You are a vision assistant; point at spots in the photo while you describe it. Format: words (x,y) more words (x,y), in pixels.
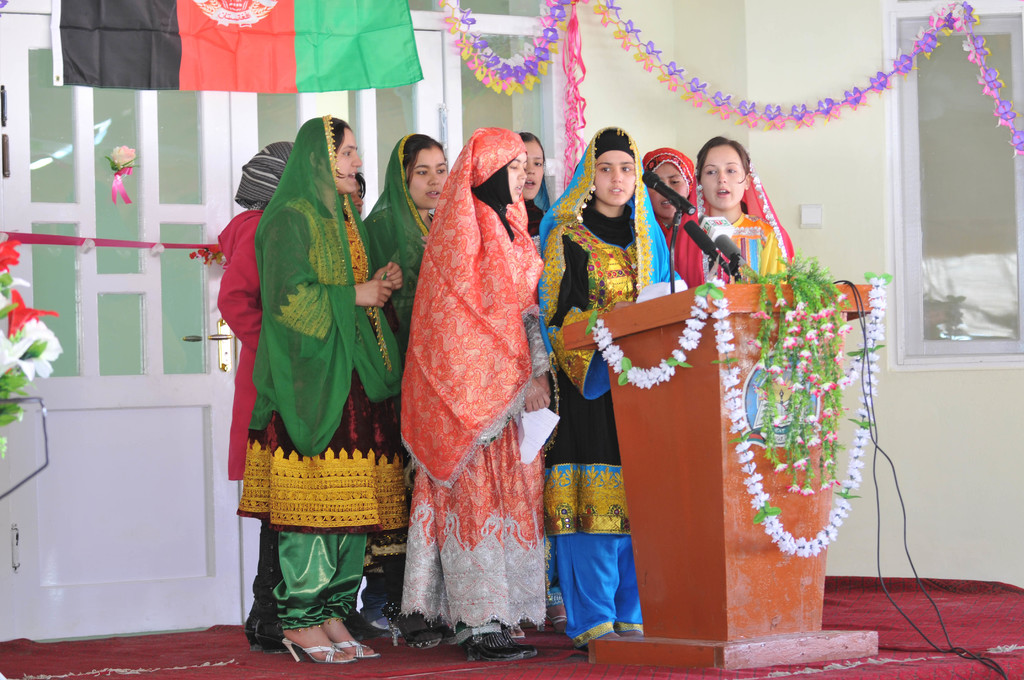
In this image in the front (749,463) there is a podium (752,513), on the podium (746,515) there are flowers (795,276) and on the top of the podium (731,286) there are mics (692,231) and wires (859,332) and in the center (440,250) there are persons (525,253) standing and singing. In the background (178,132) there are flowers (670,82), there is a door (220,149), window (951,229) and there is a flag (289,20). On the ground (538,654) there is a mat (958,603) which is red in colour.
